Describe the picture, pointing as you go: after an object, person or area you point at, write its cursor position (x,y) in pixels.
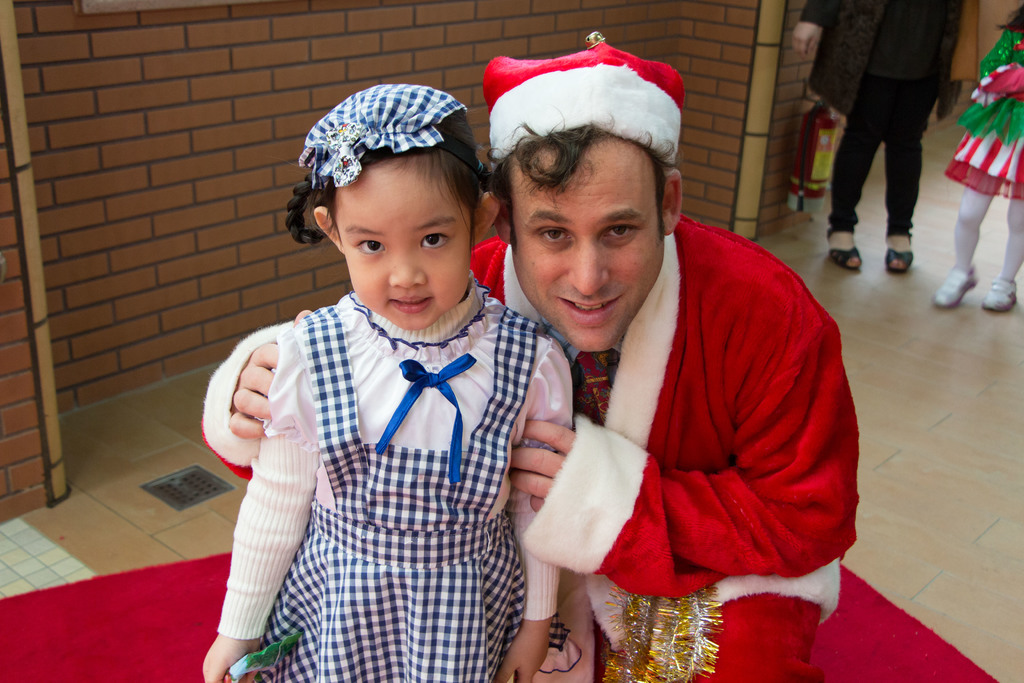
In this picture we can see a small girl (456,561) wearing blue and white checks top (437,464), smiling and looking into the camera. Beside we can see a man (729,397) wearing Santa Claus red color dress (693,414) looking in the camera. In the background (699,38) we can see brick color wall (388,49).
